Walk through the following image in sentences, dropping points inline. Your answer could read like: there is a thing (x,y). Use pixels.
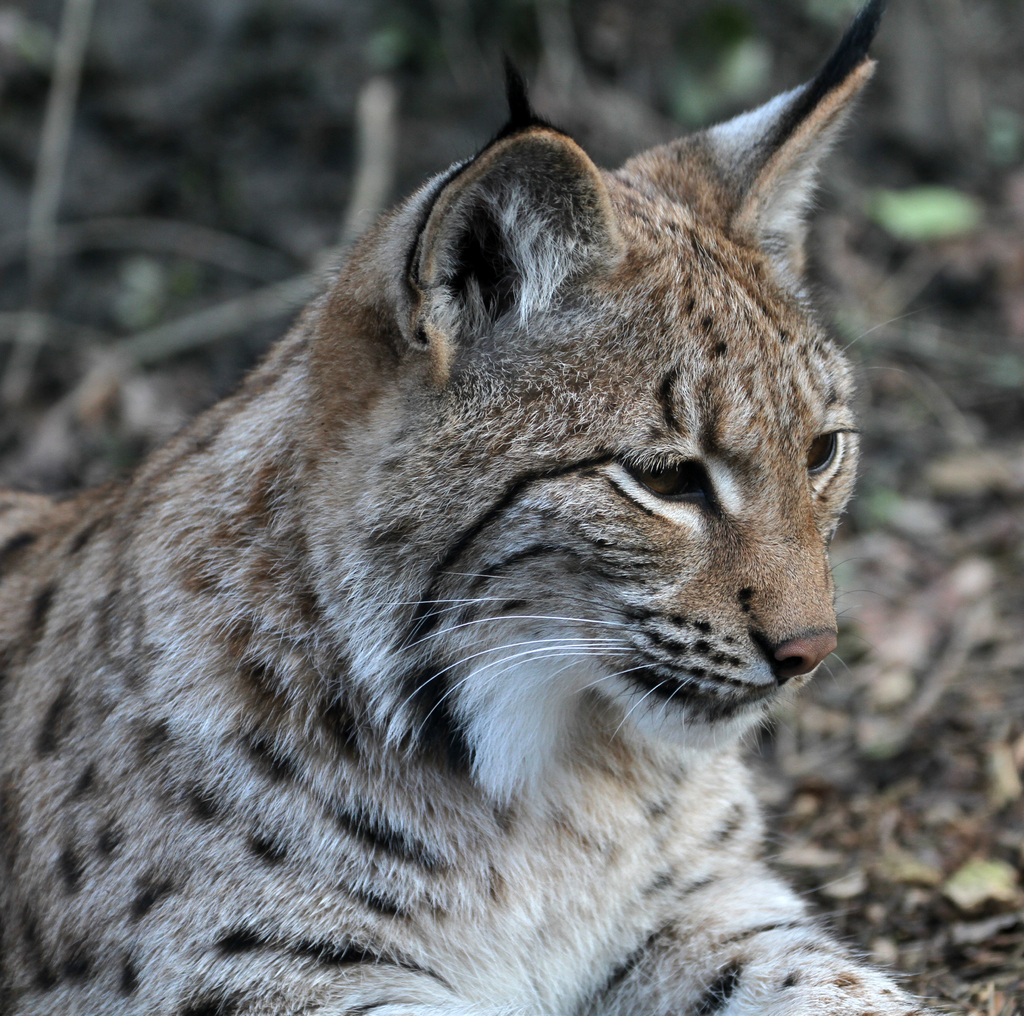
This picture contains a bobcat (349,677). Beside that, we see dried leaves (908,789) and twigs (843,718). In the background (230,256), it is blurred.
